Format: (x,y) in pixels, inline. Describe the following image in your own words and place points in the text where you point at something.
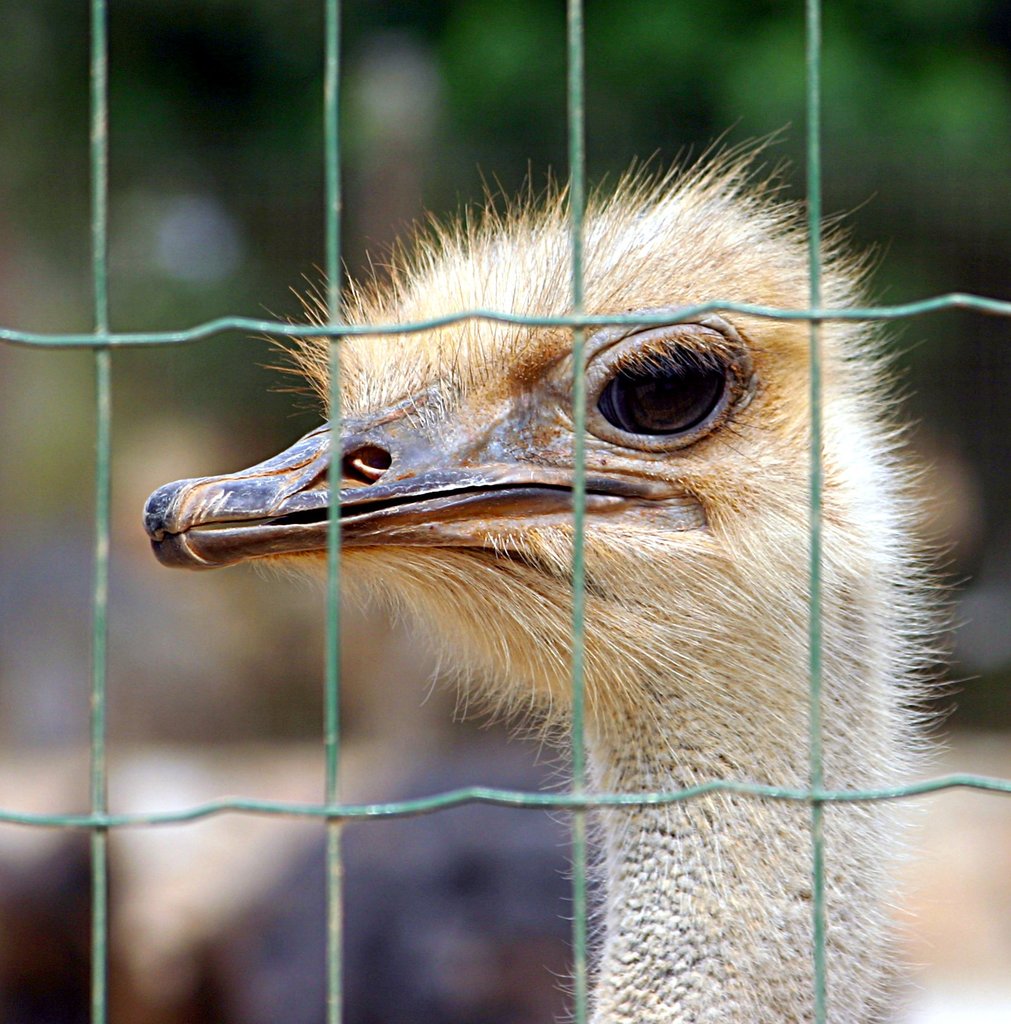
In this image we can see the chain fence (41,339) and behind the fence (647,802) we can see an ostrich head (823,598) and the background (296,97) is blurred.
